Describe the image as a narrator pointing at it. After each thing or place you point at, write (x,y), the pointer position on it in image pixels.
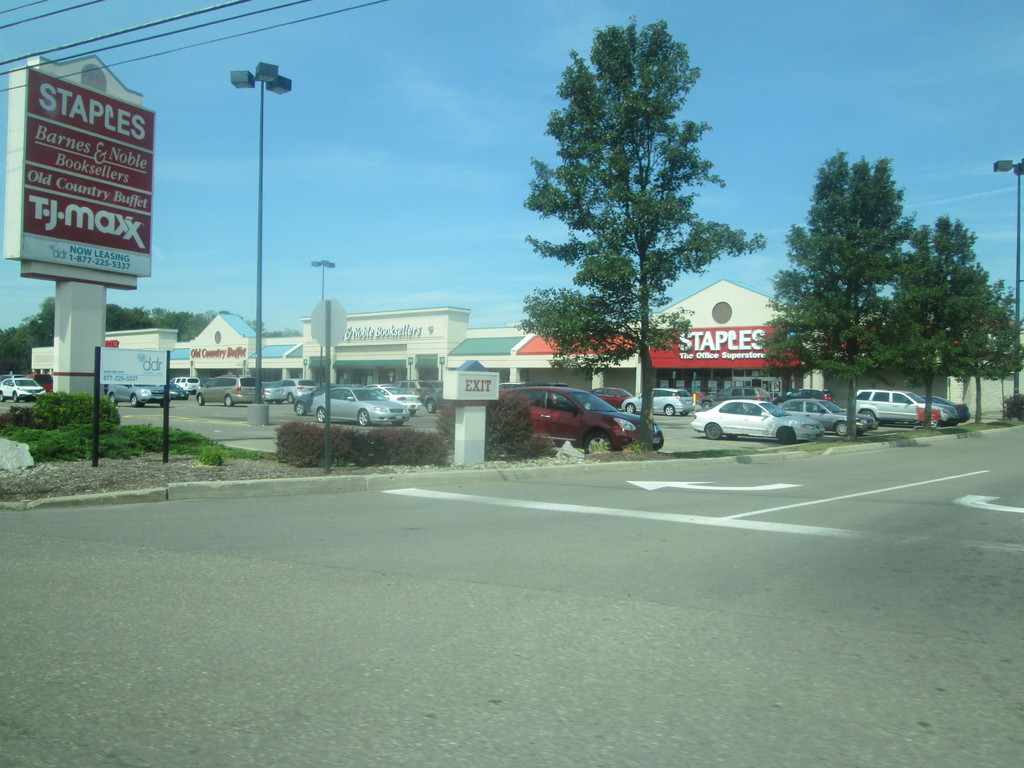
In this image, we can see trees (828,304), poles (69,344), name boards (485,380), vehicles (801,432), buildings (471,331), plants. At the bottom (557,667), there is a road (617,621) with white lines (673,513). Background (931,32) we can see the sky (406,152) and wires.
